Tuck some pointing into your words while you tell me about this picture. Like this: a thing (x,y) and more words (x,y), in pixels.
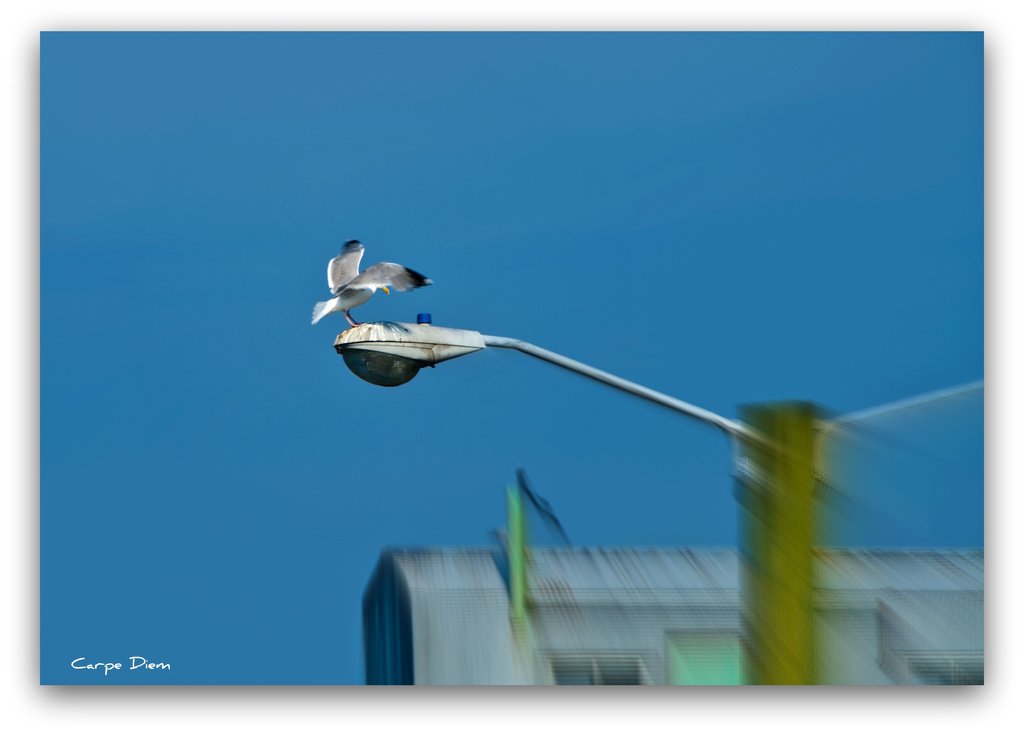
In this image we can see a bird (334,304) standing on the street light (500,340). In the background (380,318) we can see building (658,558) and sky (283,360).
